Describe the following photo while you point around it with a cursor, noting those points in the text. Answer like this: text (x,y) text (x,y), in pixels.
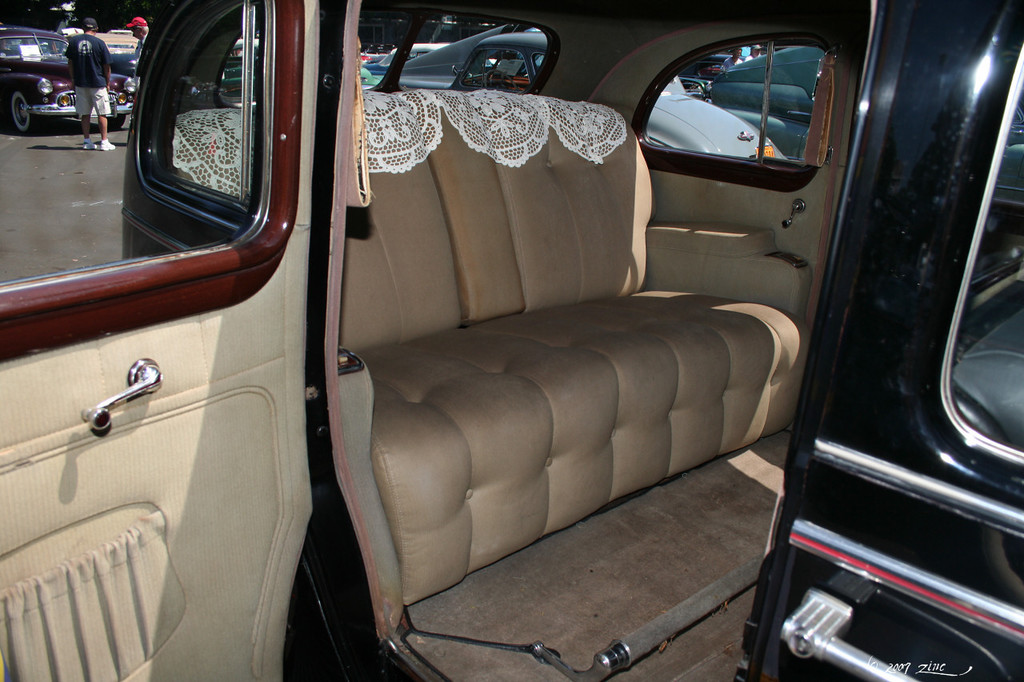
In this image there are cars (446,440) parked on the road (111,215). Besides the cars (45,87) few people (99,101) were standing.
